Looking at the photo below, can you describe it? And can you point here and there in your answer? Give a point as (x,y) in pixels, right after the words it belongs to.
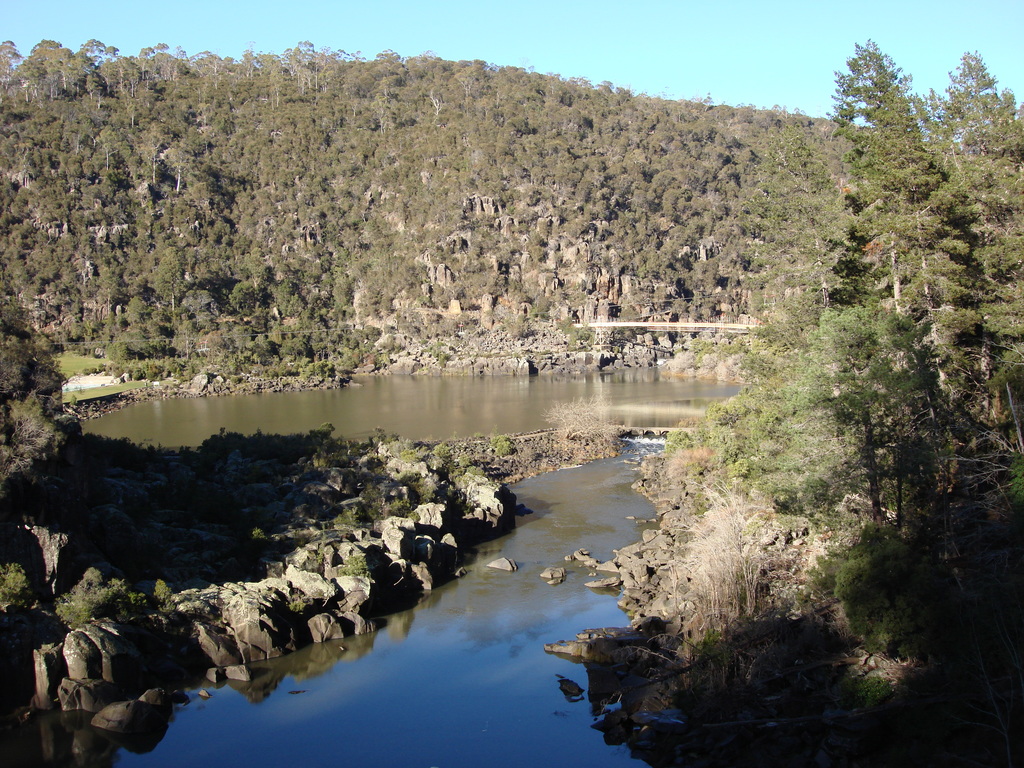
In this image, we can see a bridge (661,323) and in the background (522,206), there are trees (456,197), hills (340,306). At the bottom (466,596), there is water (472,396) and we can see rocks (321,535).
